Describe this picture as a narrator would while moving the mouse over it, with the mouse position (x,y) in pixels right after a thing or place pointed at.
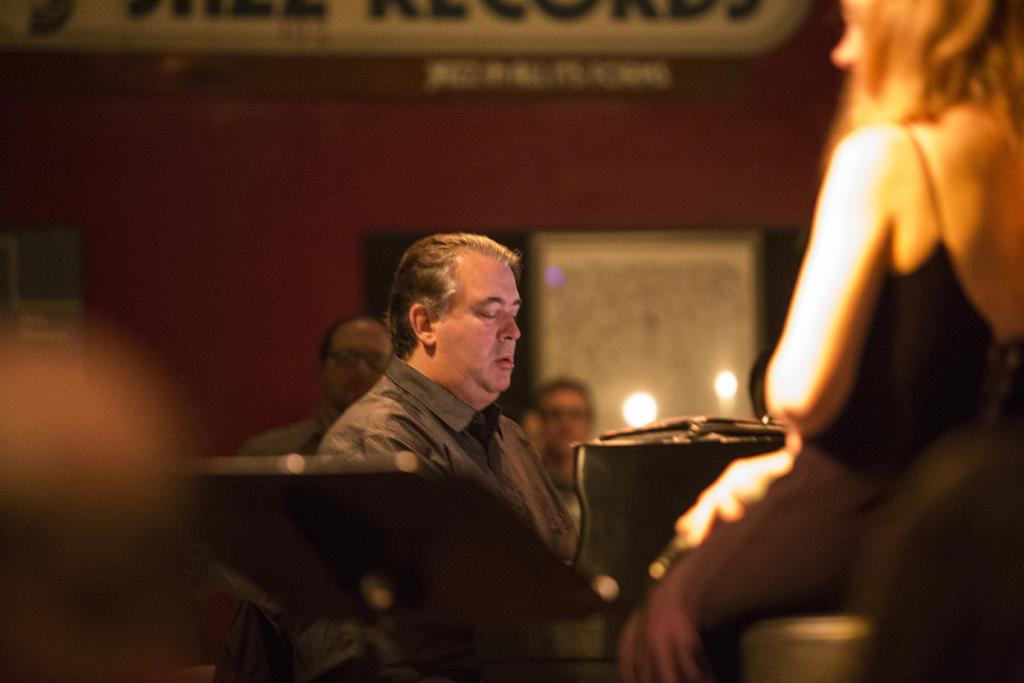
This image is taken indoors. In the background (672,174) there is a wall (346,206) and there is a board (557,47) with a text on it. In the middle of the image (488,435) three men (452,426) are sitting on the chairs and there is a piano (641,473) with a few things (754,430) on it. On the right side of the image (976,149) a woman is sitting on the chair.
